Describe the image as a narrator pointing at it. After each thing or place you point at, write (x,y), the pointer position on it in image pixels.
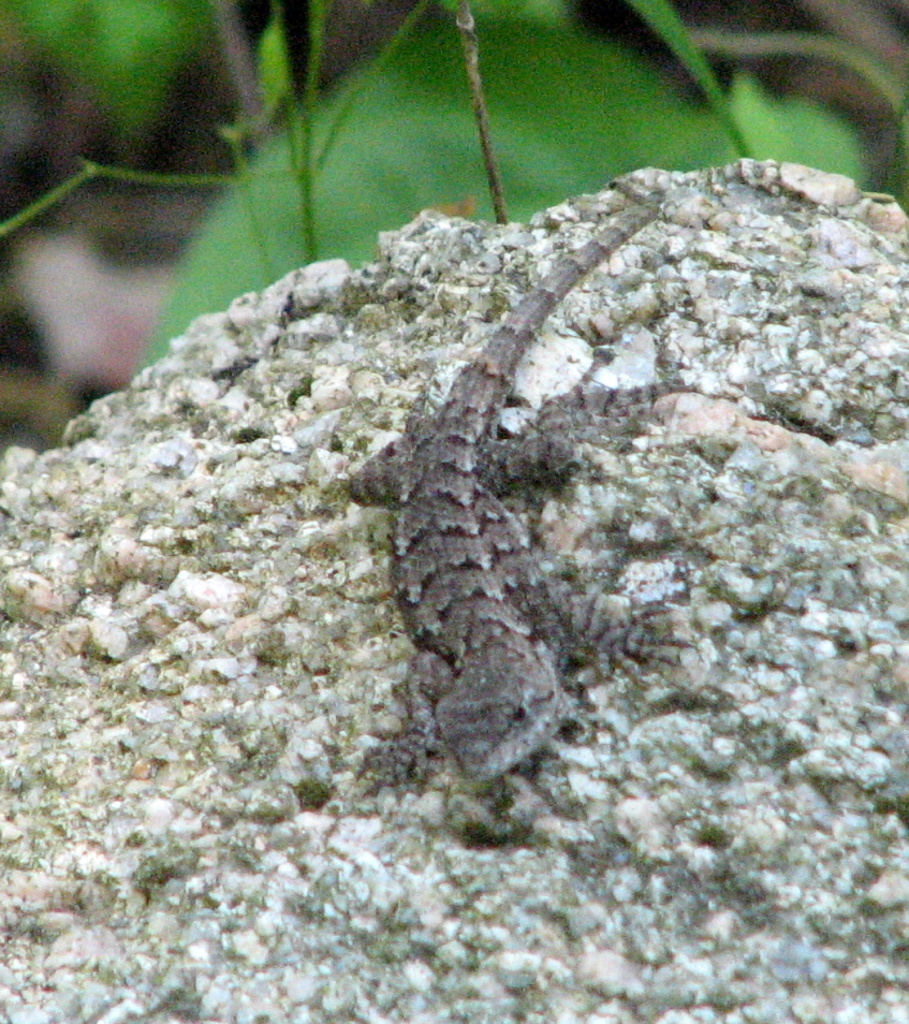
In this picture I can see lizard (468,656) on the rock surface (587,285). In the background (798,150) it is blur.
